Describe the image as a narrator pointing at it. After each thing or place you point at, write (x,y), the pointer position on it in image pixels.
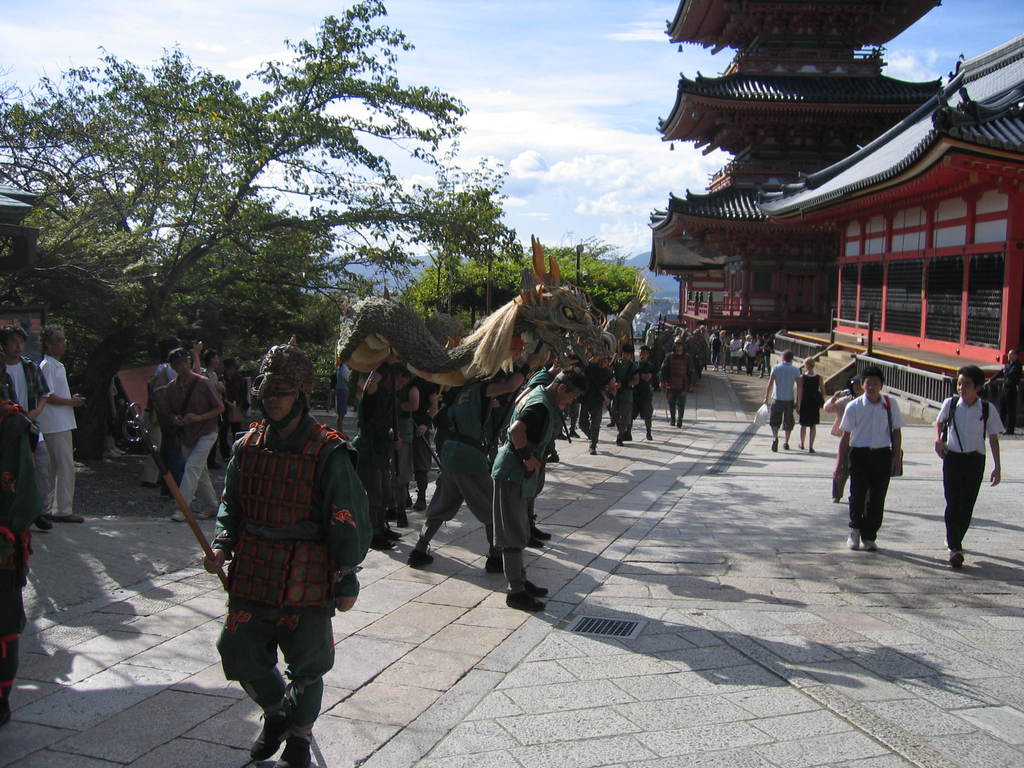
In this image we can see these people (239,457) are walking on the road (703,654), this person (256,535) is holding a stick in his hand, these people (504,396) are holding some object (568,344). Here we can see the houses (998,269), trees (180,335) and the cloudy sky (512,154) in the background (535,94).
